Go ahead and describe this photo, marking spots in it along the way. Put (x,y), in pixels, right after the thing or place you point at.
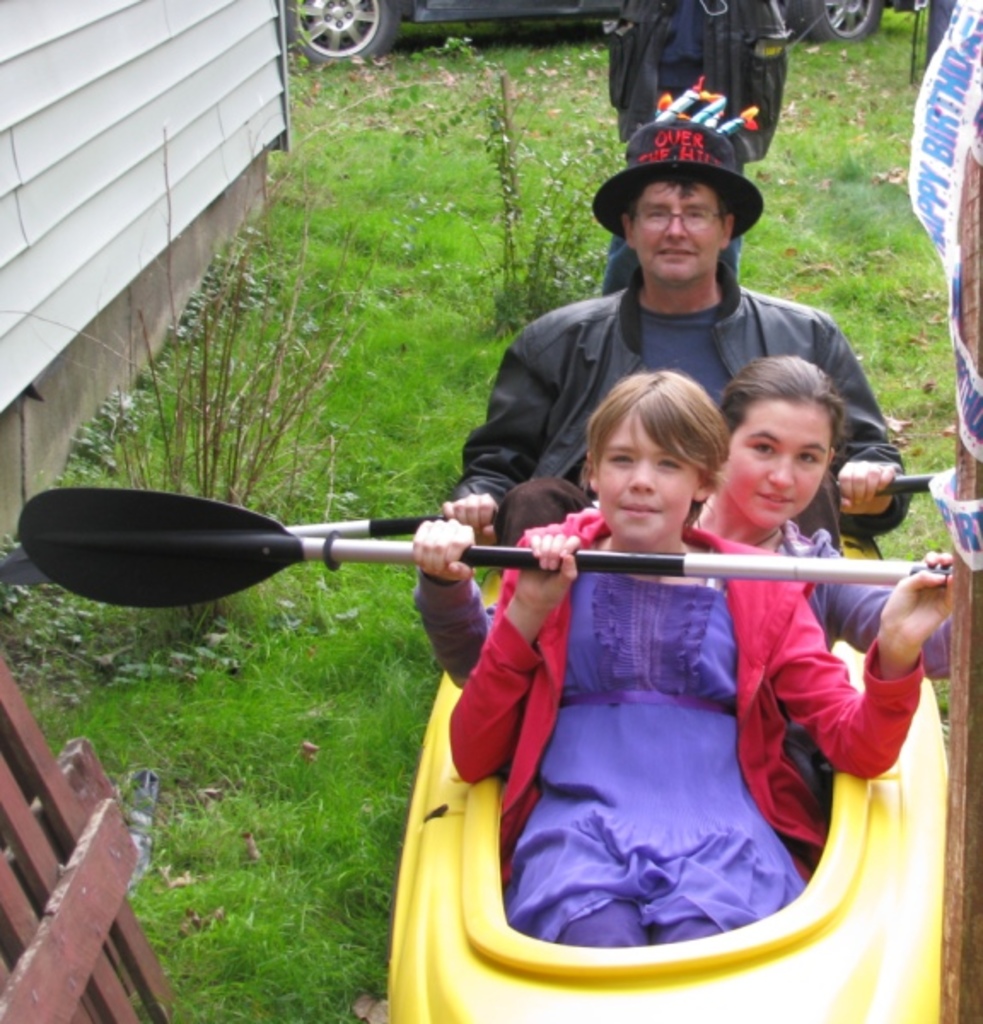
In this image we can see there are three people (688,636) sitting on the boat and holding rafting (273,538) in their hand (458,544), which is on the surface of the grass (343,971), in front of them there is a wooden gate (75,846). On the left side of the image (84,204) there is a house (75,217). In the background (357,13) there is a car (424,10).
